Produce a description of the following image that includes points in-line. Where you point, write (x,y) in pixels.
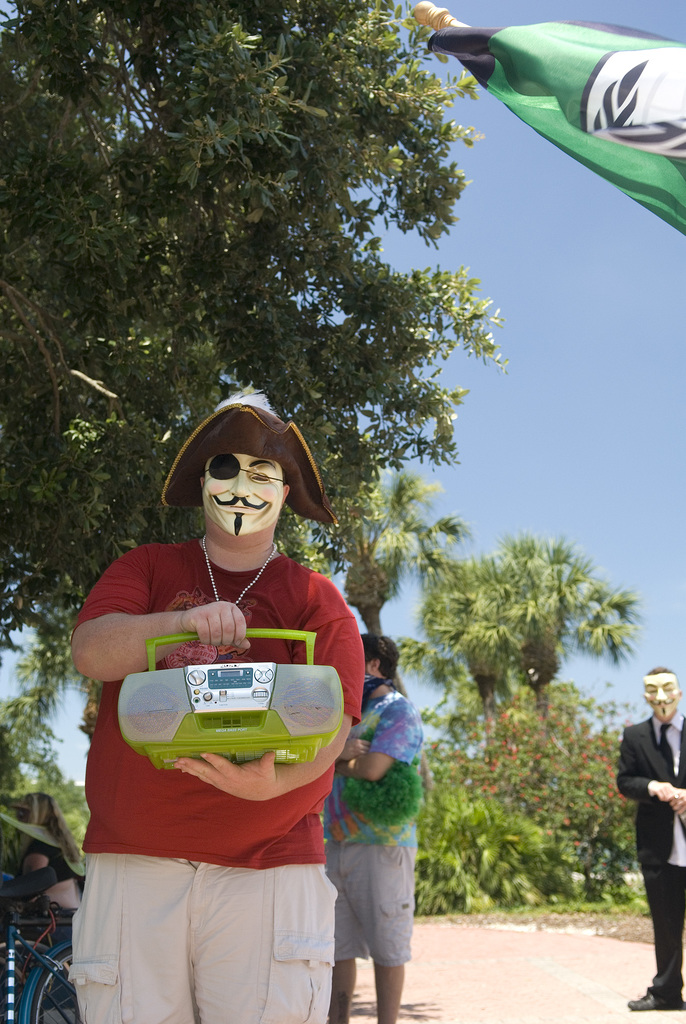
In this picture we can observe a man (202,788), wearing a face mask (225,482) and a hat (215,430) on his head (209,492). He is wearing a red color T shirt (124,587) and holding a green color radio (262,672) in his hands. There are some people (384,715) standing. We can observe trees (248,377) in this picture. In the background (541,313) there is a sky (551,310).
